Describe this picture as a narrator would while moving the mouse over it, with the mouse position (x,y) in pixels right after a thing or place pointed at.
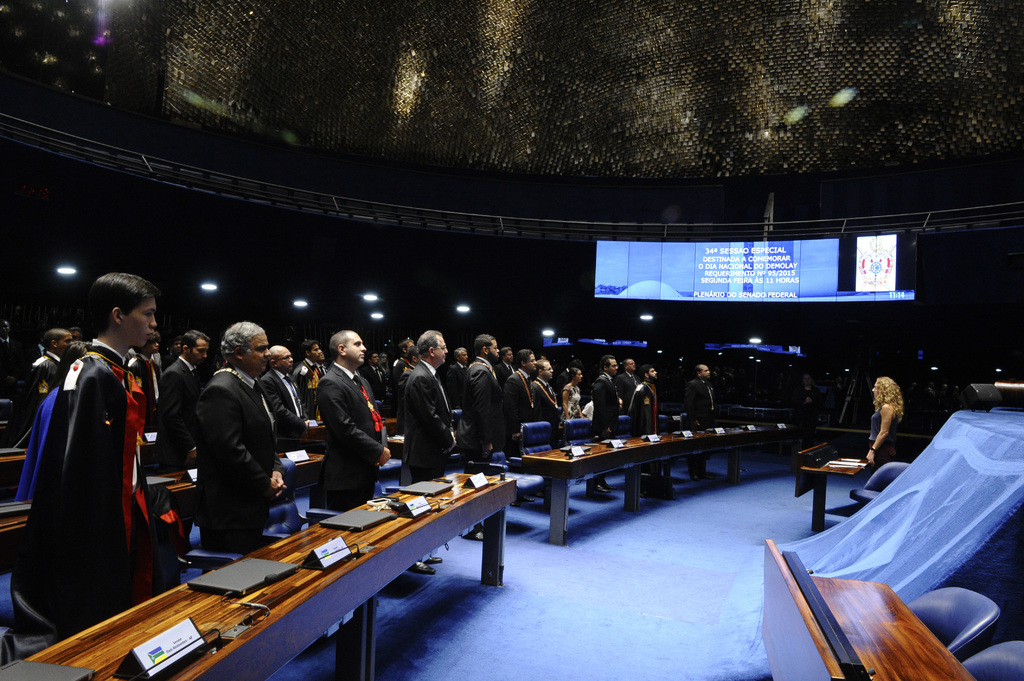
In this image, there are people (693,393) standing on the left side (90,327) and at the bottom right hand corner (933,678) there is a table (839,666).
